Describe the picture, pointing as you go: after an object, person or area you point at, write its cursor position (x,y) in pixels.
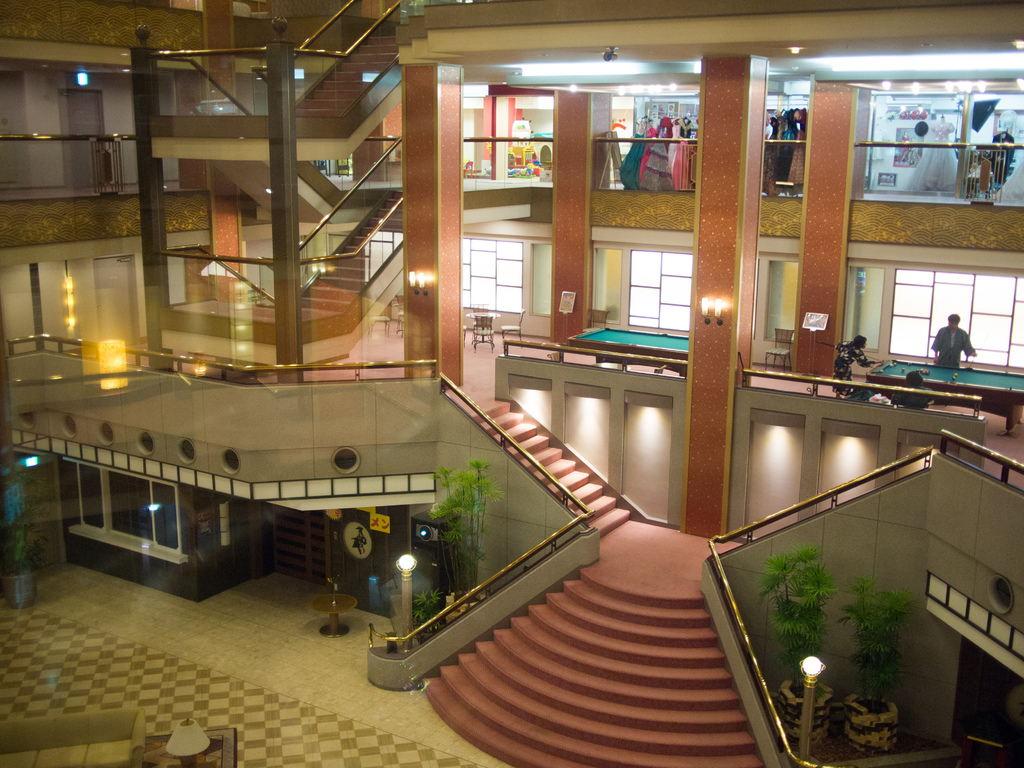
In this image there are buildings (95,430). Left side (337,229) there are staircases (322,145). Bottom of the image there are spots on the floor (296,667). Pots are having plants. Left bottom there is a sofa (90,743). Beside there is a lamp (198,741). On both sides of the staircase (554,650) there is a street light (809,664). Right side (868,359) there are people (908,377) in the balcony (911,389) having tables (959,376) and chairs (482,323). Right top there are mannequins (665,154) in the balcony (875,161).
